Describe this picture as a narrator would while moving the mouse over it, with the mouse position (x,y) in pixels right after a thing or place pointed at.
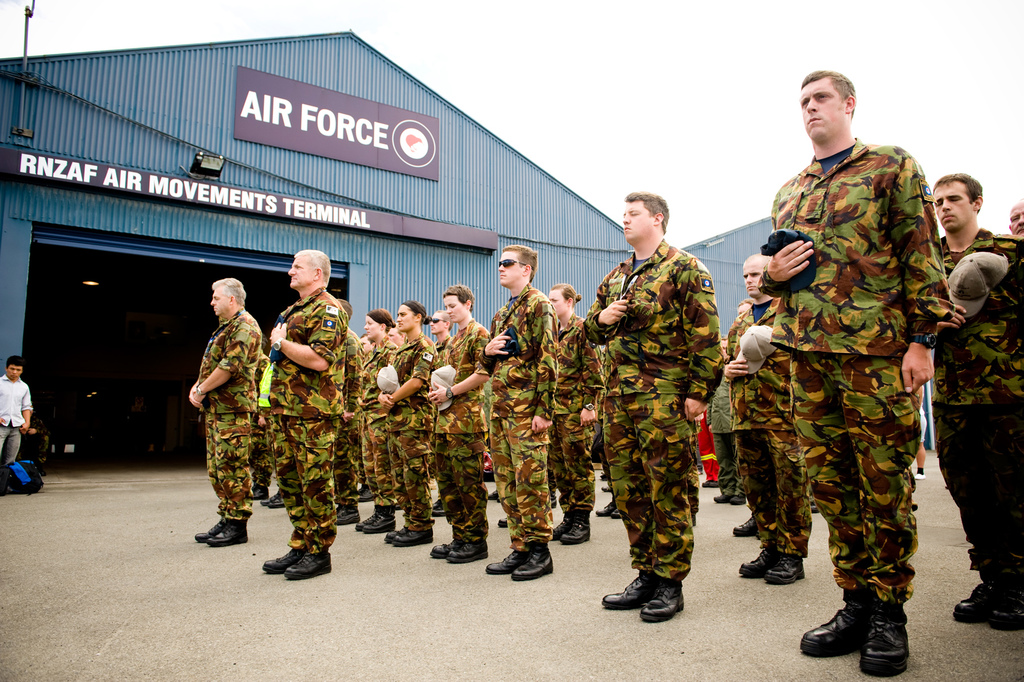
This picture is clicked outside. On the right (856,364) we can see the group of persons (649,297) wearing uniforms (429,362), holding some objects (434,374) and standing on the ground (460,594). On the left (18,370) there is a person (9,419) standing on the ground (446,591) and we can see there are some items (36,483) and we can see the cabins (445,189) and the text (32,168) on the boards (387,147). In the background (460,8) there is a sky (418,19) and some other objects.
